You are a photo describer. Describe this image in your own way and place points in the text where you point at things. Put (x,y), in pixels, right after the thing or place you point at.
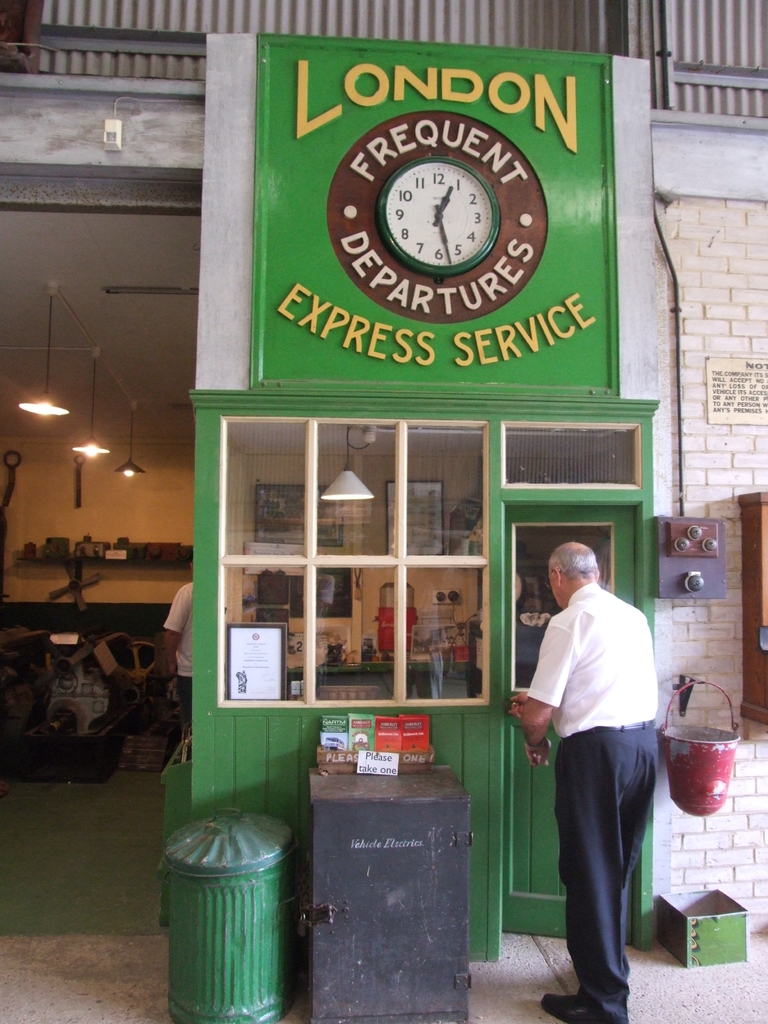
In this picture we can see a man (581,1013) standing on the floor (505,962), door (578,537), lamps (47,412), wall (675,372), bucket (681,744) and in the background (152,673) we can see a person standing and some objects (170,545).
